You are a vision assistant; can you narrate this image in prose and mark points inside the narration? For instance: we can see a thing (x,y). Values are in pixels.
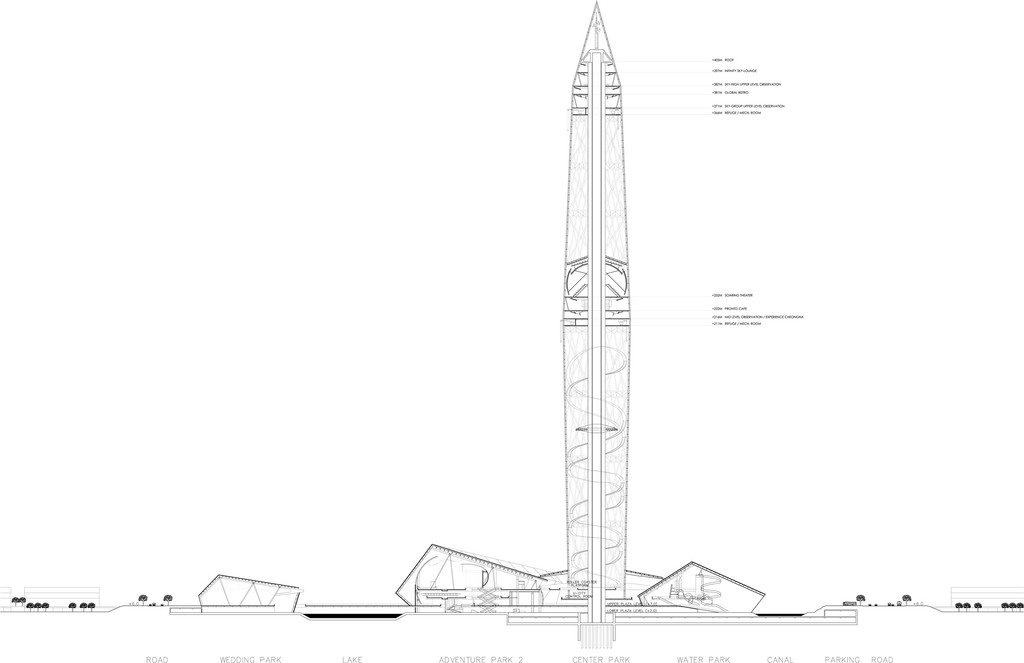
In this picture I can see there is a tower (596,293) here and there are different parts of tower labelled and I can see there are buildings (233,590) and trees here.
